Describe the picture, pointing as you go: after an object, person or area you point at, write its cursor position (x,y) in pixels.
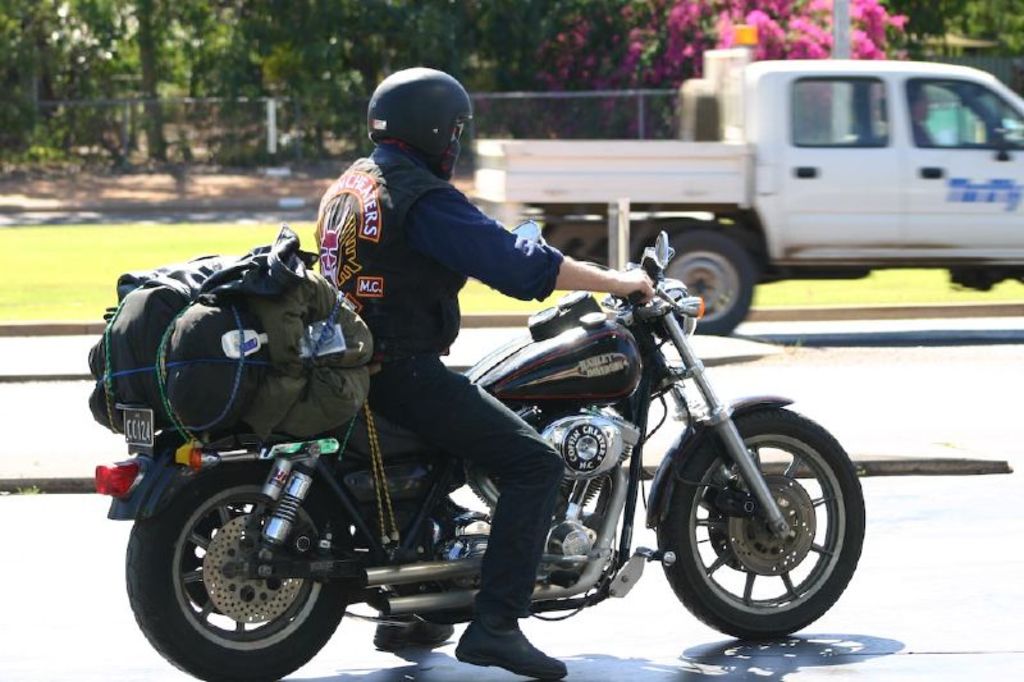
Here we can see a person (479,210) sitting on the bike (438,460) and travelling on the road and at back here is the bag (263,360) and here the vehicle (571,202) is traveling on the road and here is the grass (85,257) and here are the trees (248,78).
